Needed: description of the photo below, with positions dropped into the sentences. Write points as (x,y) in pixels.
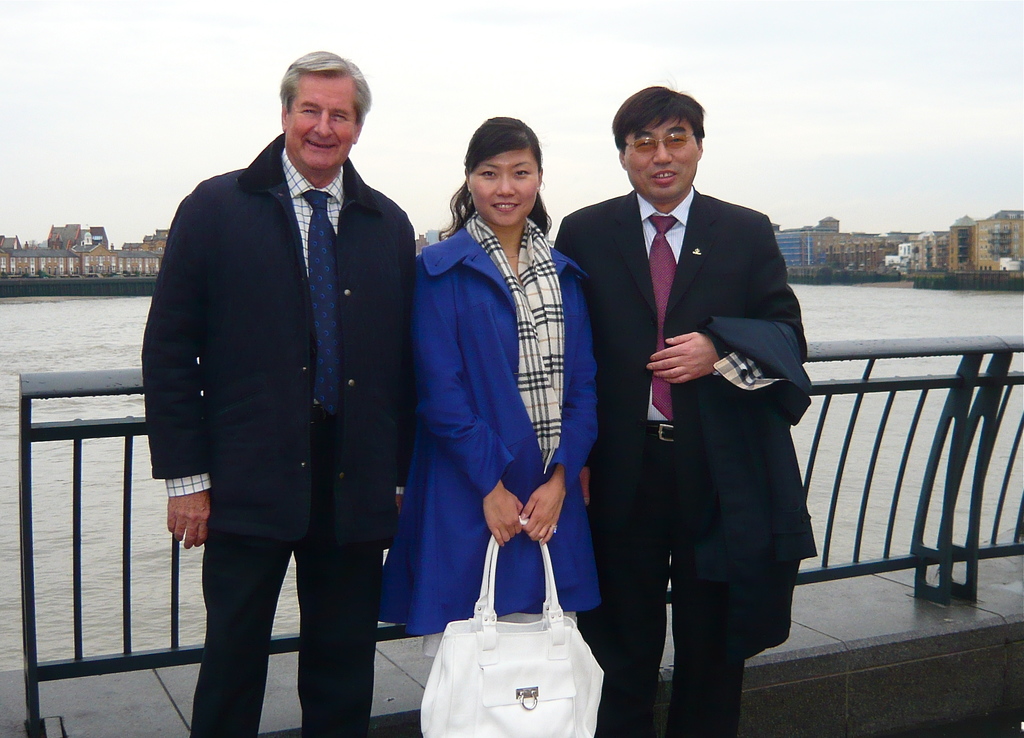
In this image I see 2 men (322,729) and a woman (489,130), holding the bag (423,706) and all of them are smiling, I can also they are standing on the path (135,729). In the background (51,671) I see the fence (57,676), water (56,631), few buildings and the sky (440,27).
